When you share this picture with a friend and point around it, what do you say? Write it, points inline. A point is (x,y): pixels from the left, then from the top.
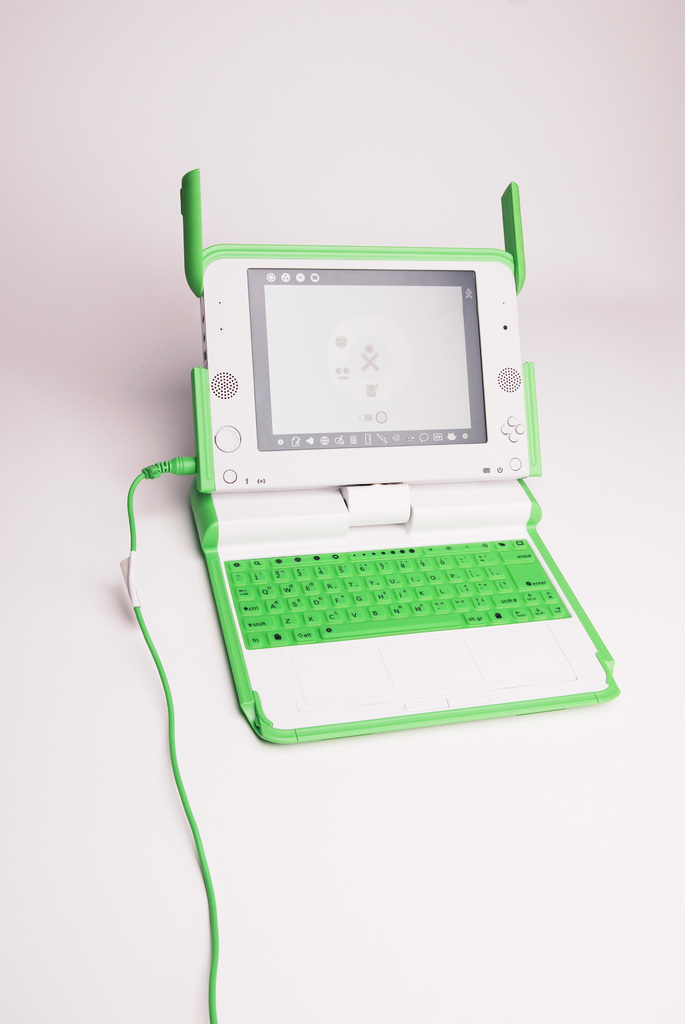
In this image we can see a device (501,486) with keyboard (312,570), screen (393,433), buttons (312,558) and cable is placed on the surface (253,770).
